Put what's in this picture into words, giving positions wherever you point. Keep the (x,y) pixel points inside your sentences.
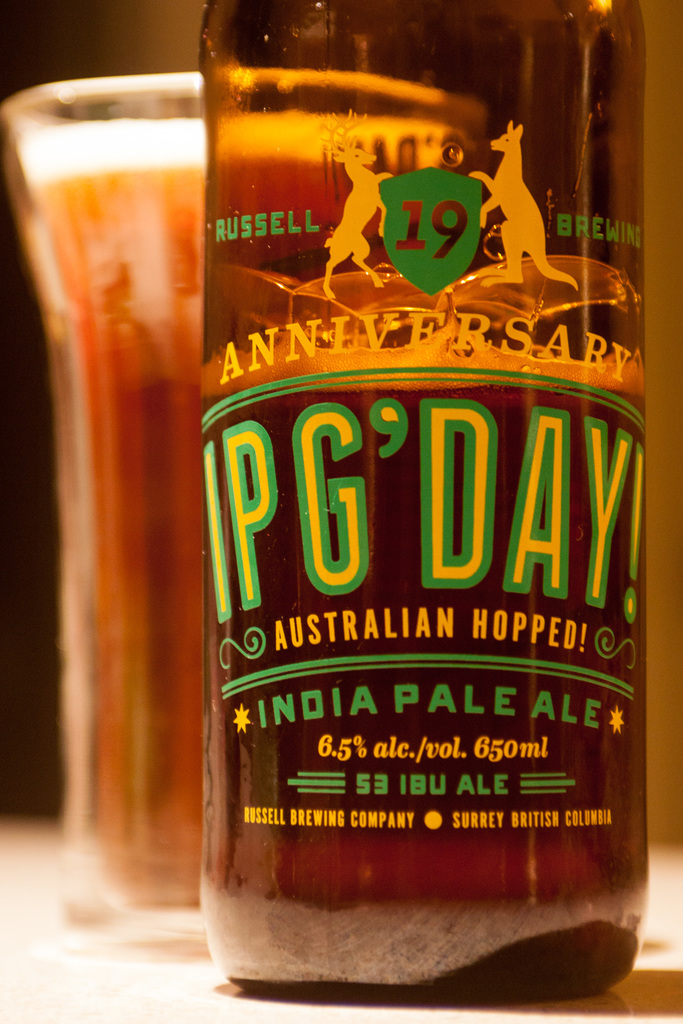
There is a beer bottle (391,531) and glass of beer (163,577) on table (140,968).
